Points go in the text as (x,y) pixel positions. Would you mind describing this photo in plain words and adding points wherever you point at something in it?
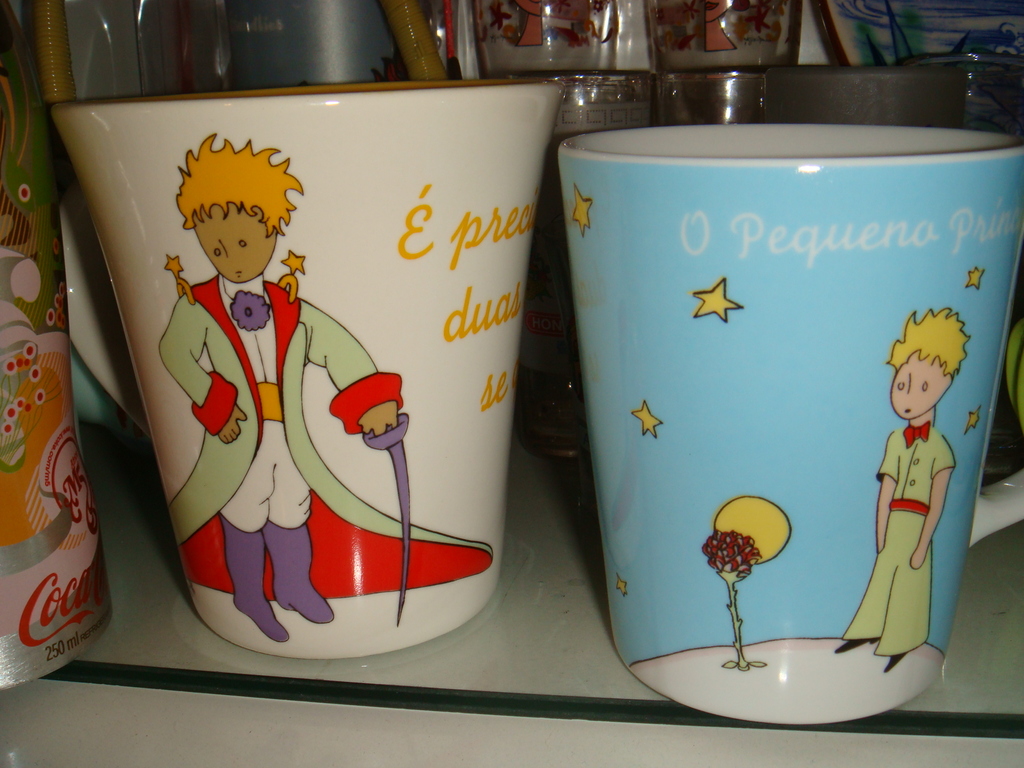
In this image we can see mugs (399,563) on the shelf (238,647).
